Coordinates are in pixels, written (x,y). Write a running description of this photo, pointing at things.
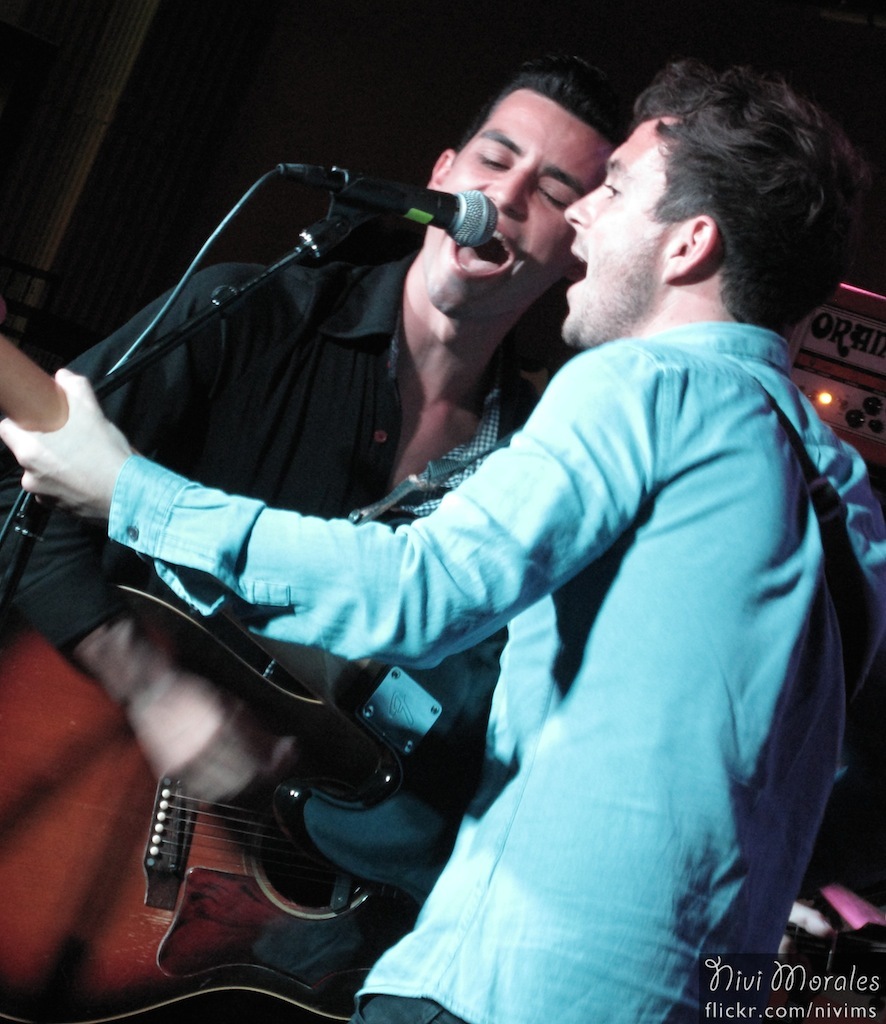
The persons (590,573) wearing blue and black shirts (287,409) are playing guitar (193,855) and singing in front of a mic (449,228).
